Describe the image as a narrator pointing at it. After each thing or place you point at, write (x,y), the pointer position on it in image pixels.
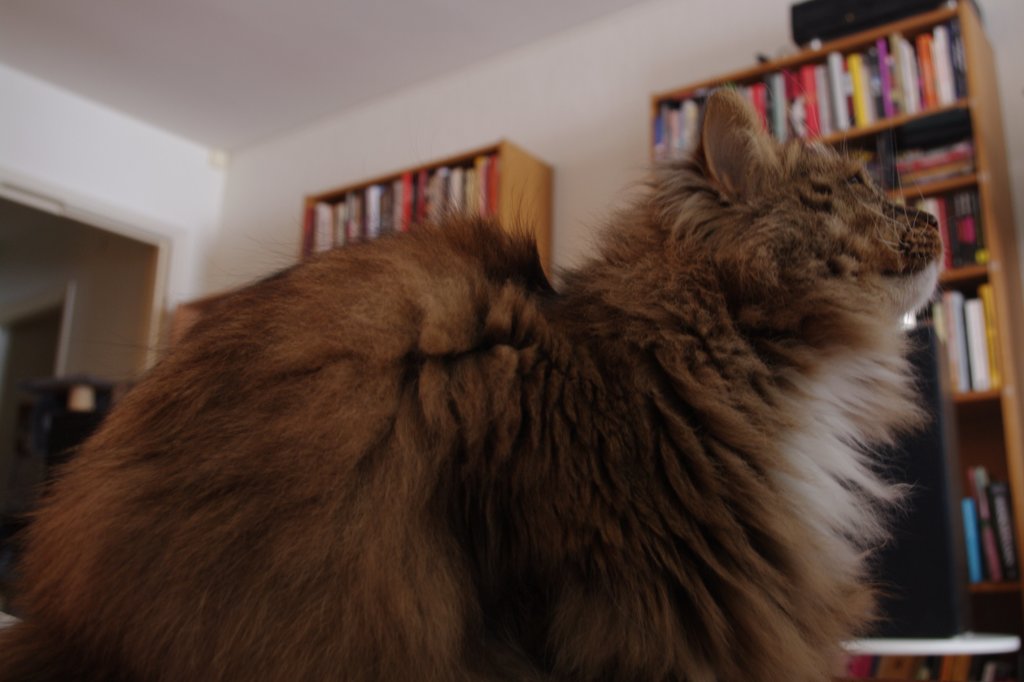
In this image I can see a cat (440,411) which is brown, black and cream in color. In the background (539,106) I can see the white colored wall (565,71), few racks (435,172) with books (482,207) in them and a black colored object (797,6) on the rack (966,12).
